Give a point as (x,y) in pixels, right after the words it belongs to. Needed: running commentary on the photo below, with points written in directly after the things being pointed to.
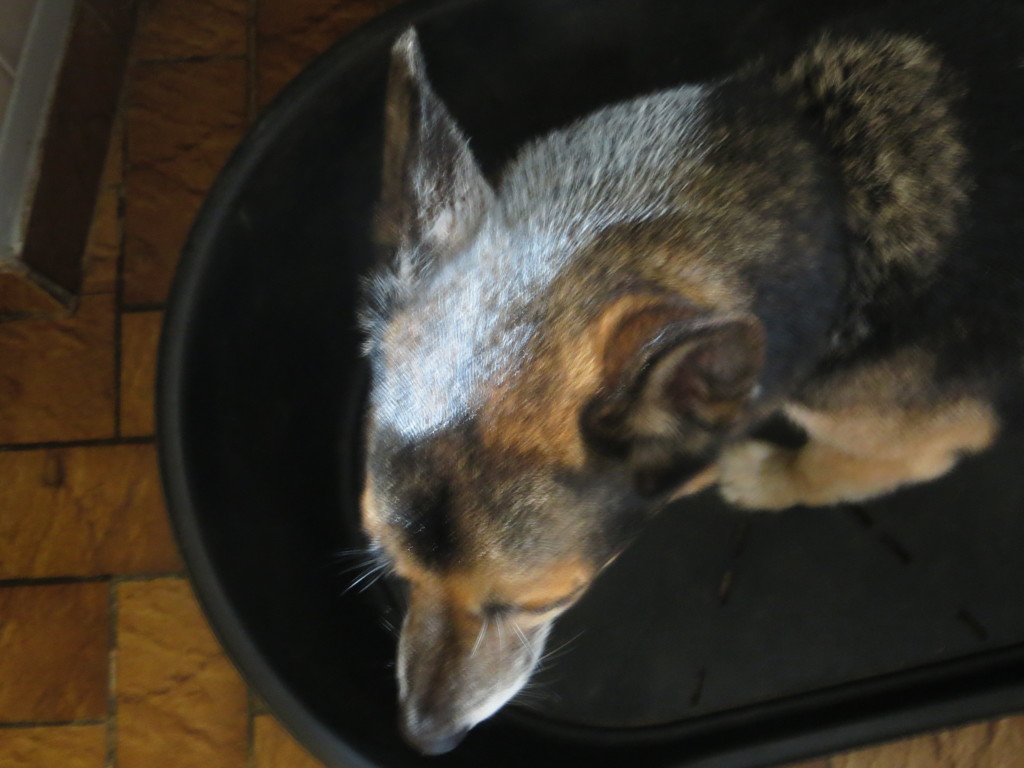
In this picture, we can see an animal (548,393) on an object (186,333), and we can see the ground (128,148), some object (103,45) in the top left corner (31,61).
